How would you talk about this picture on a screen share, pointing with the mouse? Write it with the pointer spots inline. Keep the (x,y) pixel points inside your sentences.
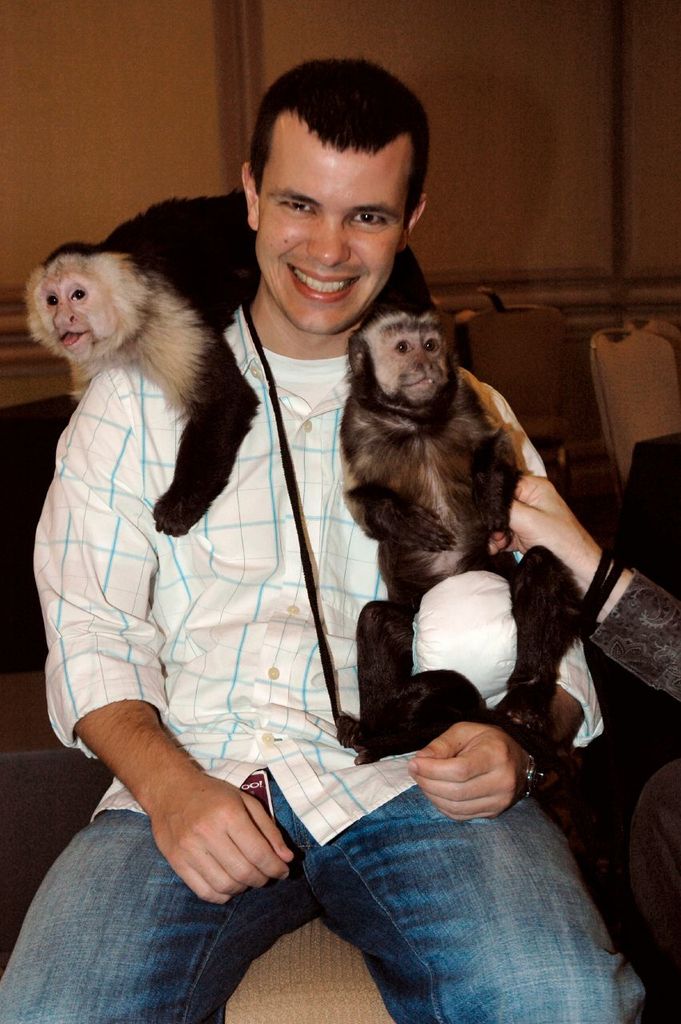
This picture there is a man (303,659) sitting in the chair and there are two monkeys (420,453) on him. In the background (428,109) there is a wall (295,59).
